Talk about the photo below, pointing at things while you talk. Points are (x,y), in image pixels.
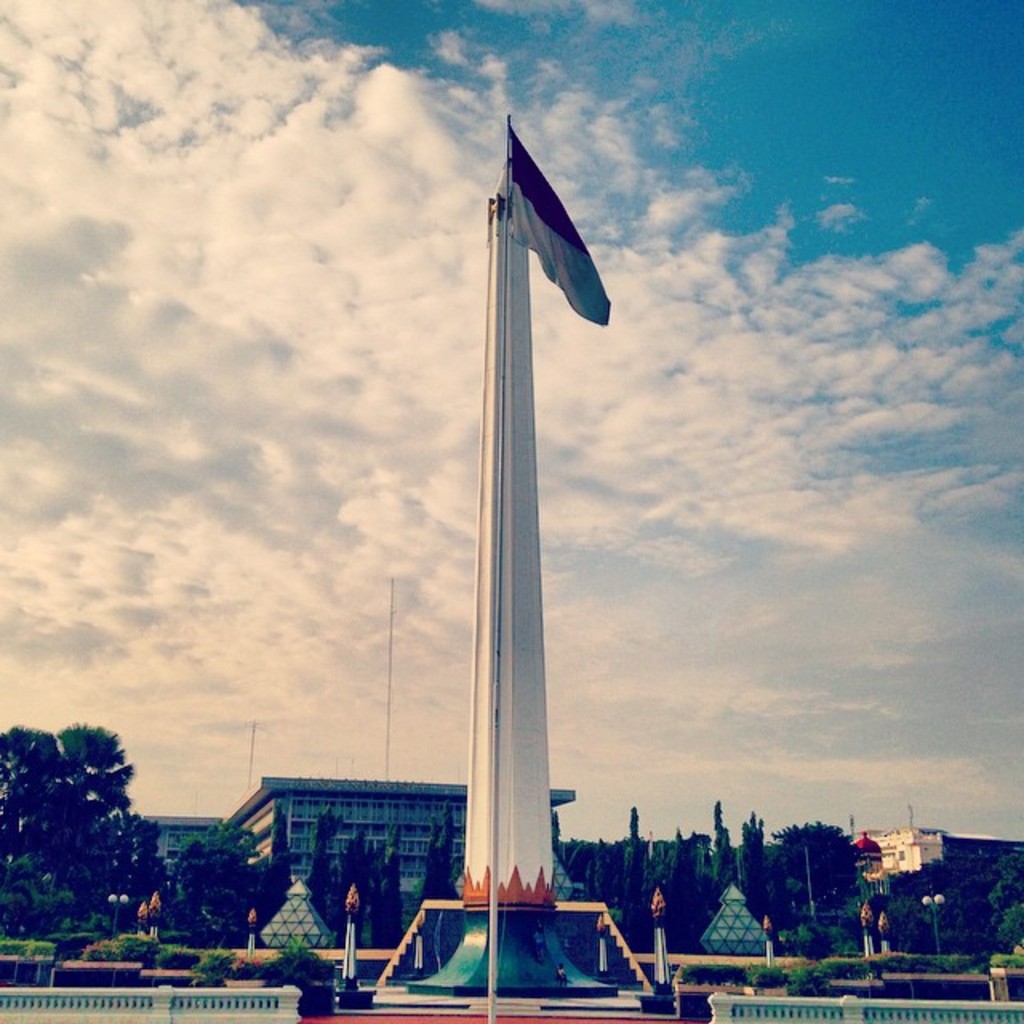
In this image, in the middle (487,394) we can see a pillar (506,355) and a flag (543,223), there are some trees (70,840), we can see a building (385,830), at the top (923,117) we can see the sky (556,382).
